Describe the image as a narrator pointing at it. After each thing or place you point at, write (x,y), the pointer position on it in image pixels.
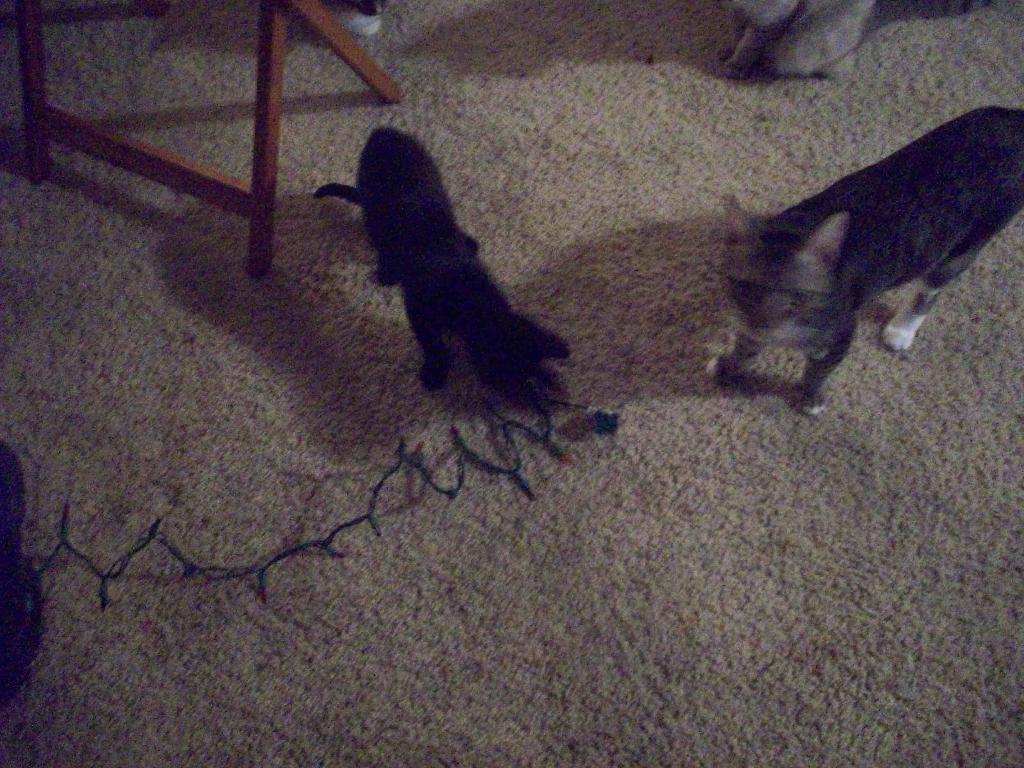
In this image we can see some animals (970,211) on the floor (495,655). Here we can see the LED lights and wooden stand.
